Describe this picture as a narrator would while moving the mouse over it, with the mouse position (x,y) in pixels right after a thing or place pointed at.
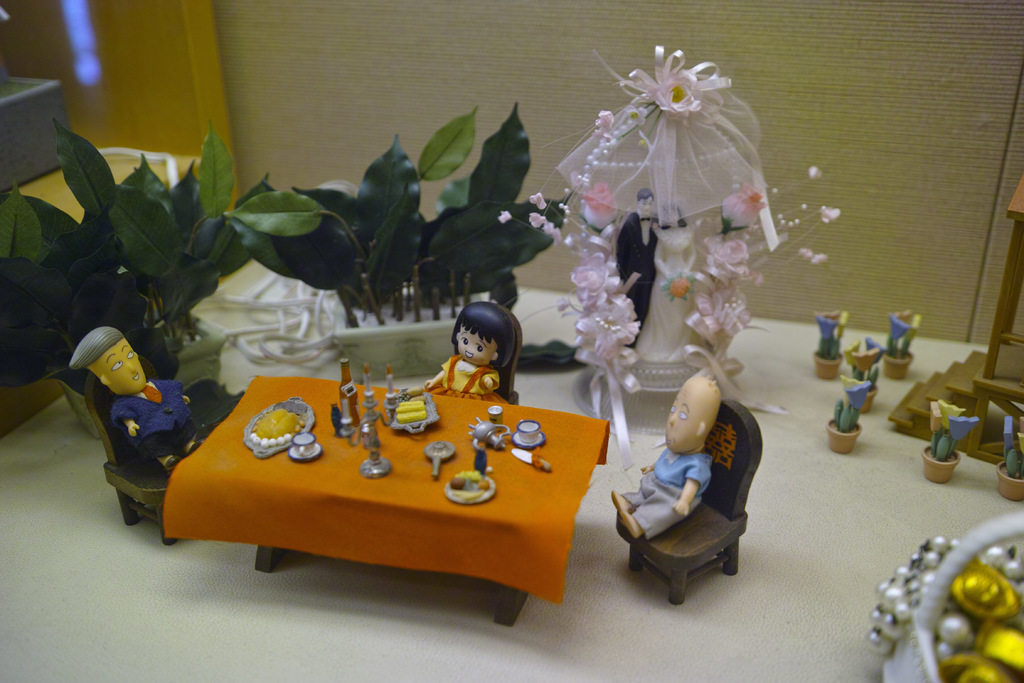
In this image, there are some toys (719,357). There is a wall (648,45) at the top of the image (726,42).
